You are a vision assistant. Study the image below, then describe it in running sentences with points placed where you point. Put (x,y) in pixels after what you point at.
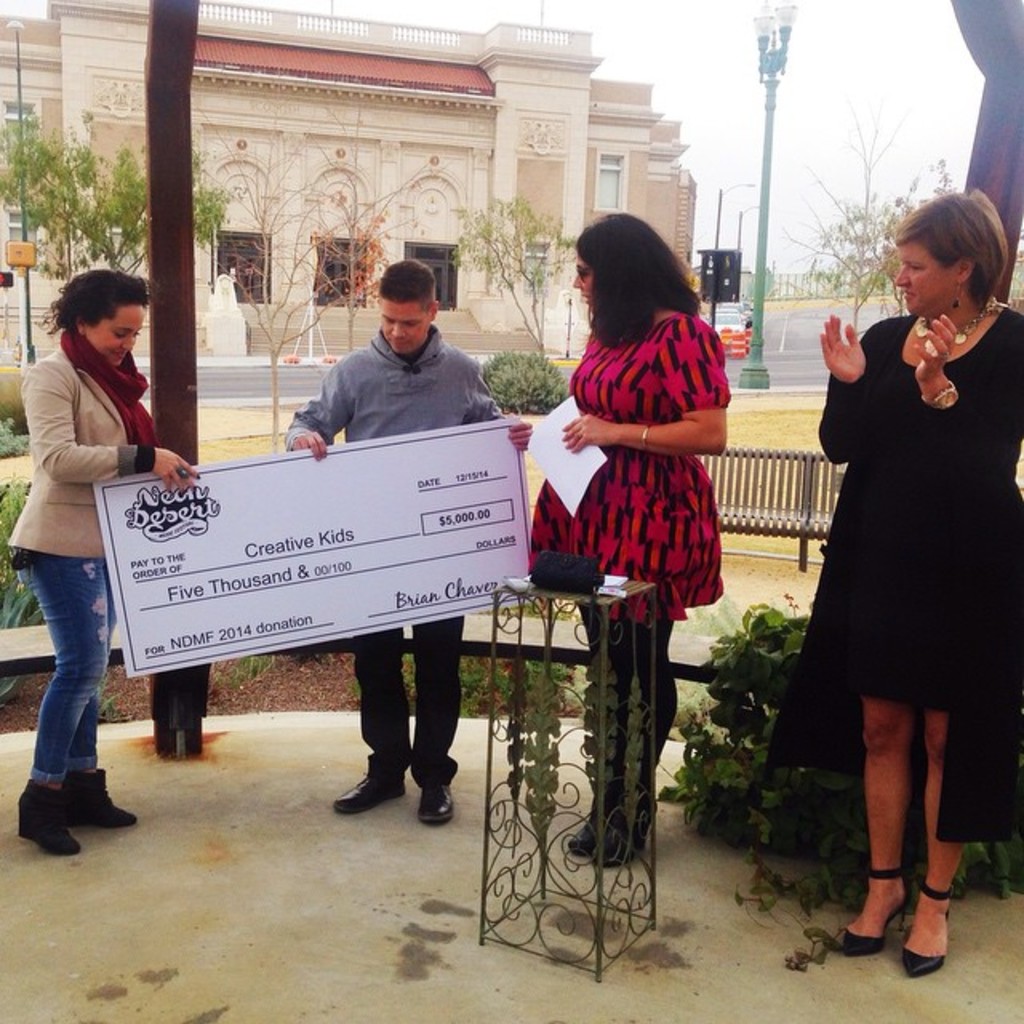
In this picture we can see a group of people (64,709) are standing and two people (185,490) are holding a board (279,531). Behind the people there are poles (741,225) with lights (763,59), trees (502,263), building (494,197) and a sky (724,135).
